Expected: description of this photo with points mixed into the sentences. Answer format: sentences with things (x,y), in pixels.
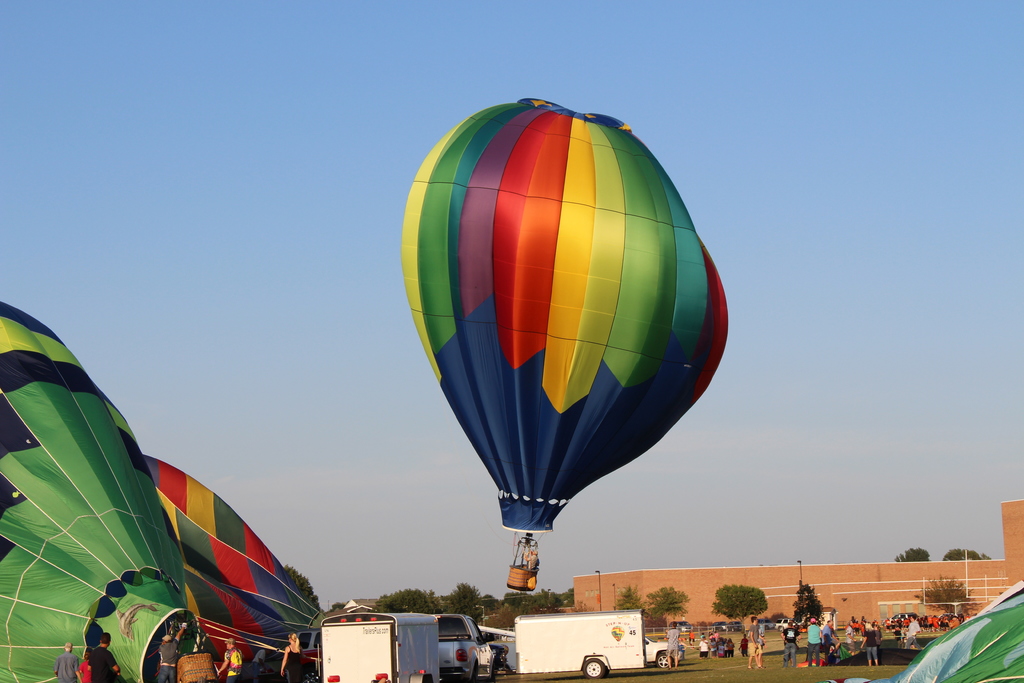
In this picture I can see the hot air balloon (553,431) in the center of the image (507,442). I can see a few people (942,621) on the right side (756,660). I can see a few people (166,647) on the left side (183,629) near to hot air balloon (160,599). I can see the vehicles (532,636) on the green grass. I can see the sky (792,255).
